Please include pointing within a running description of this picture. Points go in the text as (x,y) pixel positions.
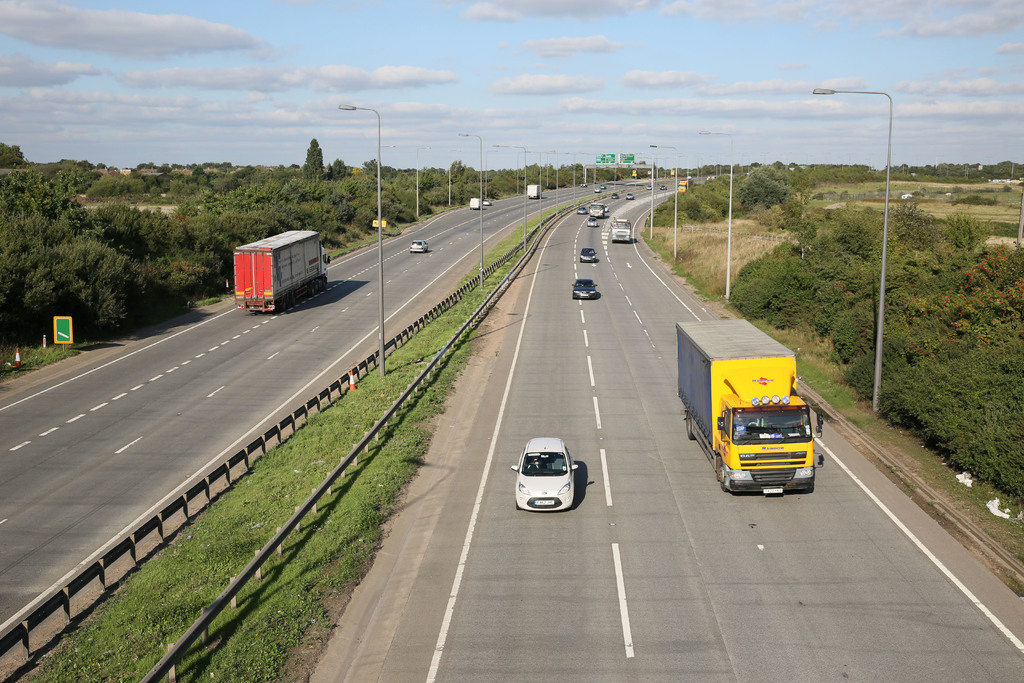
An outdoor picture. Sky (719,121) is cloudy. Vehicles (550,481) are travelling on road (517,347). Car (557,494) in white color. Truck (754,444) in Yellow color. Far there are number of trees (860,250). In middle of the road (537,284) there is a grass (254,617) in green color. Poles (381,352) are far away from each other.
